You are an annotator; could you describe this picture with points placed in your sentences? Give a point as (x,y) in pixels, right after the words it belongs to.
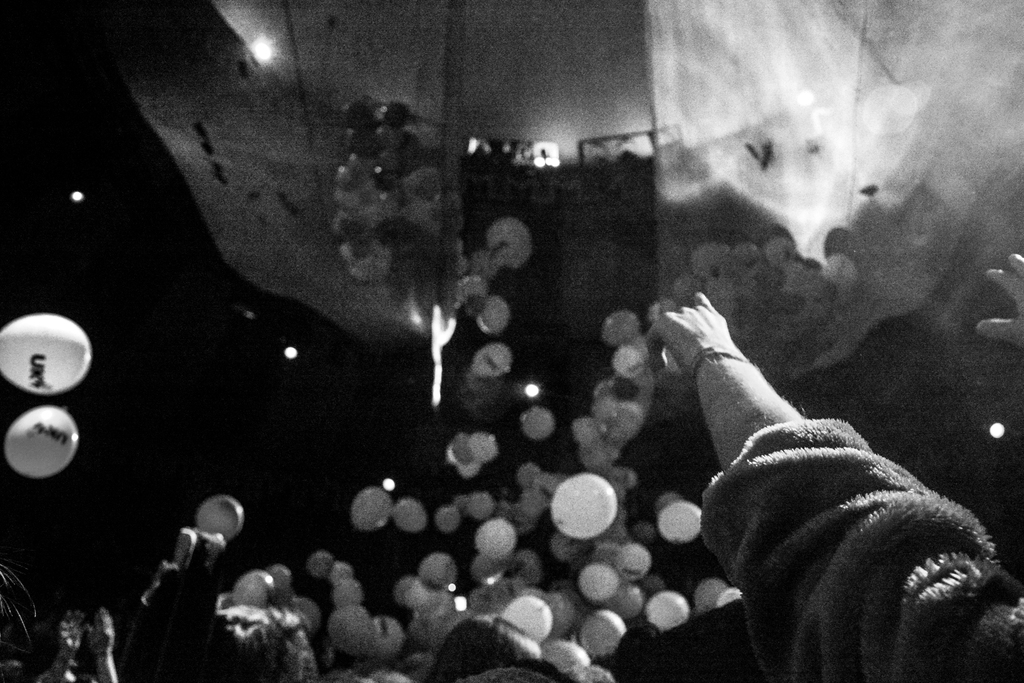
In this picture there are hands (99,638) of few persons (508,632) and there are few balloons (571,484) in front of them.
